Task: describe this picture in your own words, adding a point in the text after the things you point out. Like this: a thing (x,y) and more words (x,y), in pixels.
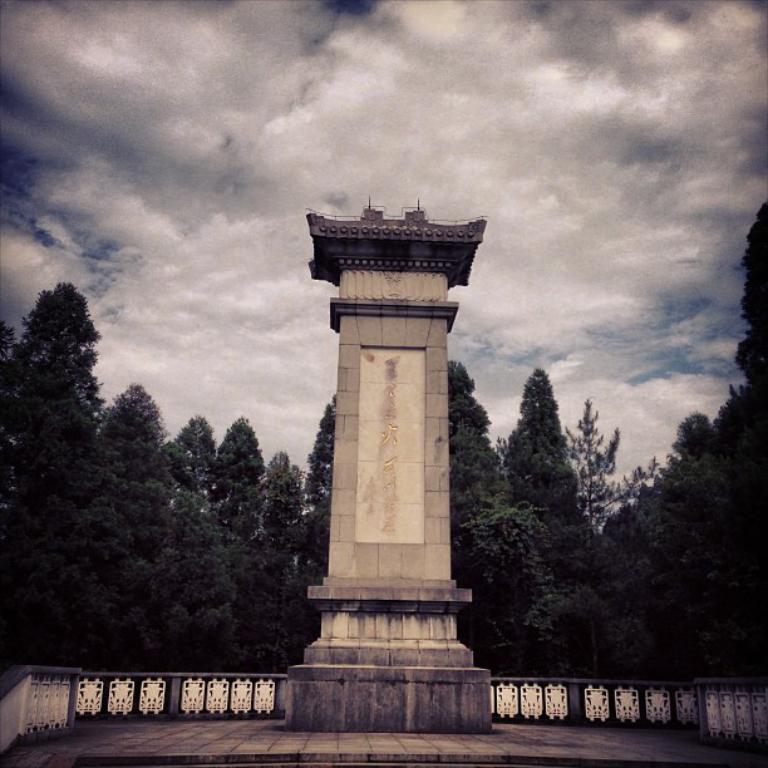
In this image in the center (389,501) there is a tower (401,473) and in the background (264,544) there are trees (479,549) and in the center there is a fence (648,707) and the sky (275,249) is cloudy.
